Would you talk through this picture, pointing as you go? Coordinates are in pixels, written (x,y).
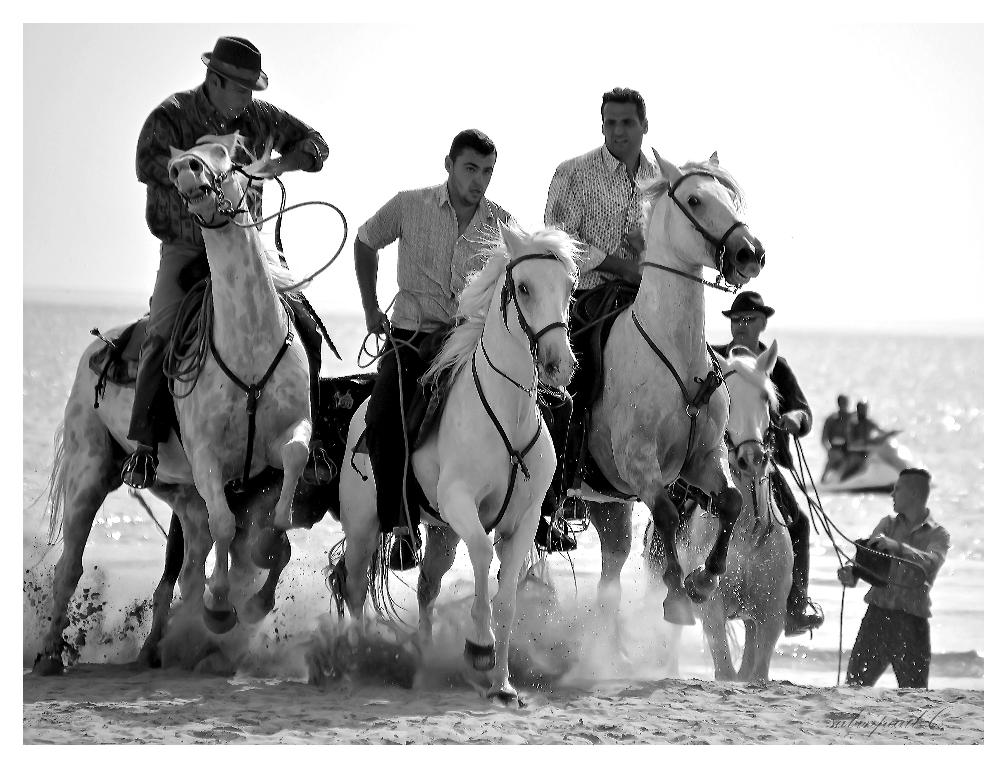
In this picture we can see some persons (177,232) sitting on horses (550,266) and riding and in background (850,430) we can see two persons (860,420) on water bike (885,457) here we can see water (873,380).
